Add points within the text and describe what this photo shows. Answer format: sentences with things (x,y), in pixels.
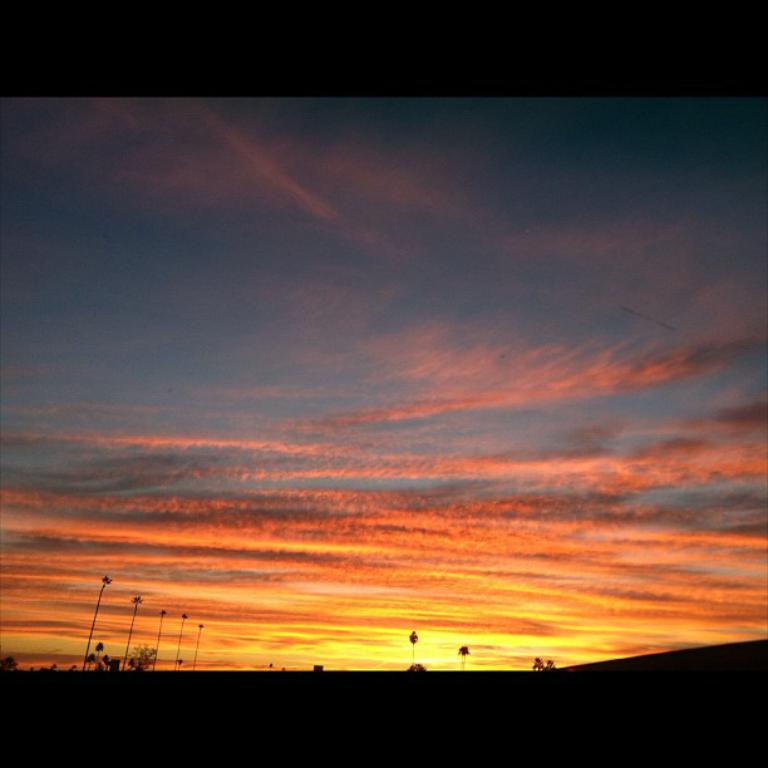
In this picture we can see trees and in the background (734,635) we can see the sky (689,529).
